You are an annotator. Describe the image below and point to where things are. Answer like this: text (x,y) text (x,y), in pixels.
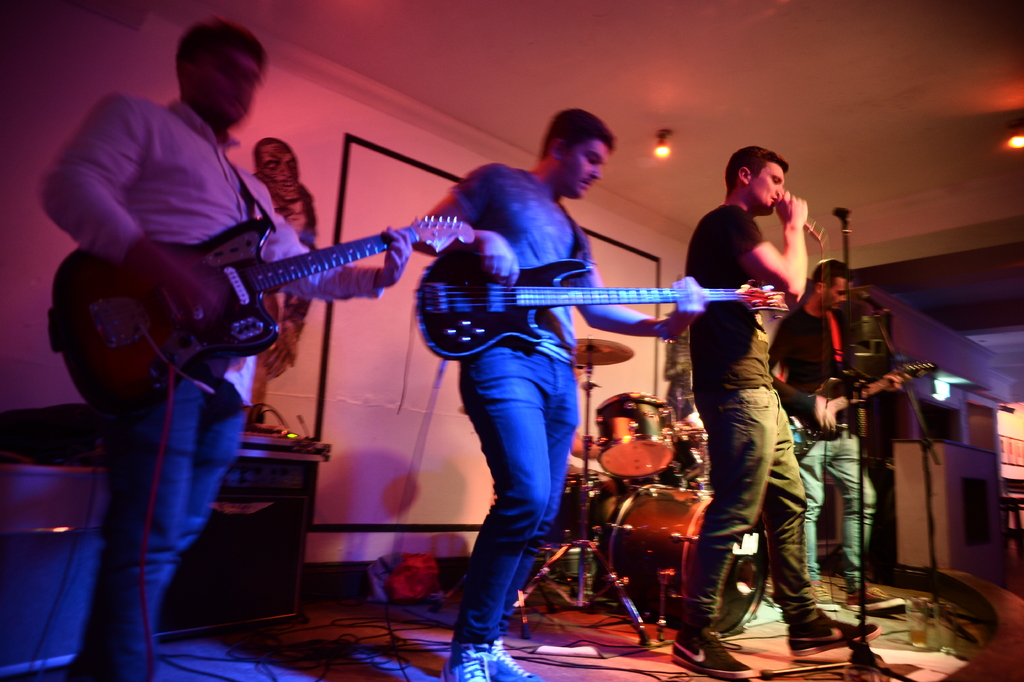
In this image, we can see few people (184,404) are standing on the stage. Few are holding musical instruments (153,309). Here a person (731,546) is holding a microphone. Background (598,493) we can see some boxes (297,530), musical instrument (597,511), screen (329,358), wall (283,110), sticker (268,303), few objects (880,436). Top of the image (768,65), there is a ceiling (766,86) with lights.
